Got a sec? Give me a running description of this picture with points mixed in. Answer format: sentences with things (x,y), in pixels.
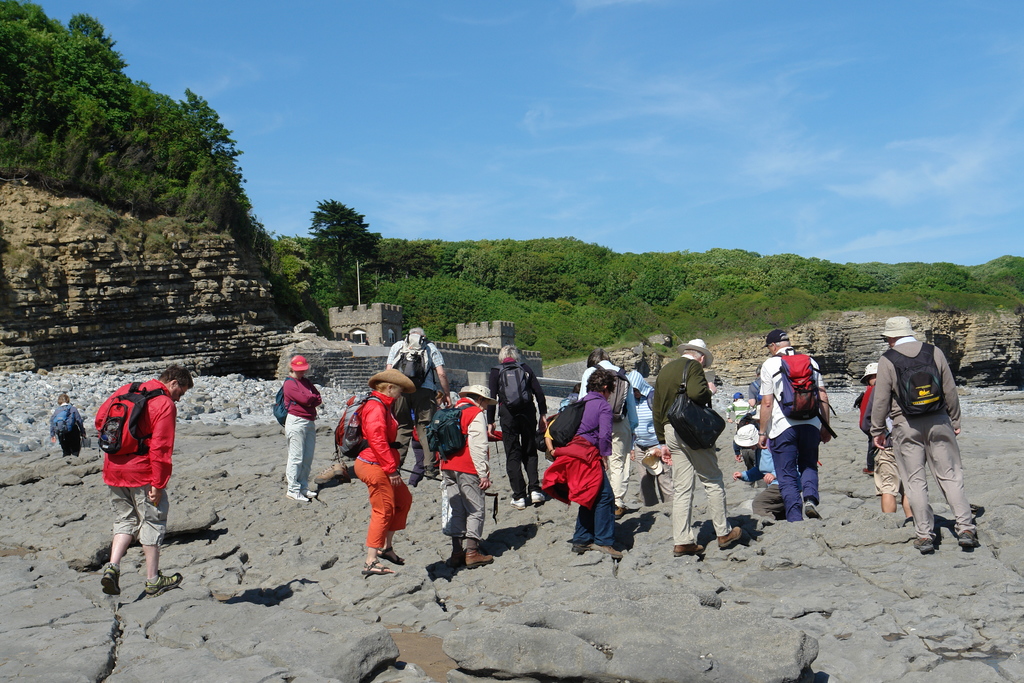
In the foreground of the picture (476,435) there are people (112,461) walking. In the center of the picture (421,266) there are trees (426,324), fort (347,323) and hill (918,309). Sky (557,106) is sunny.
